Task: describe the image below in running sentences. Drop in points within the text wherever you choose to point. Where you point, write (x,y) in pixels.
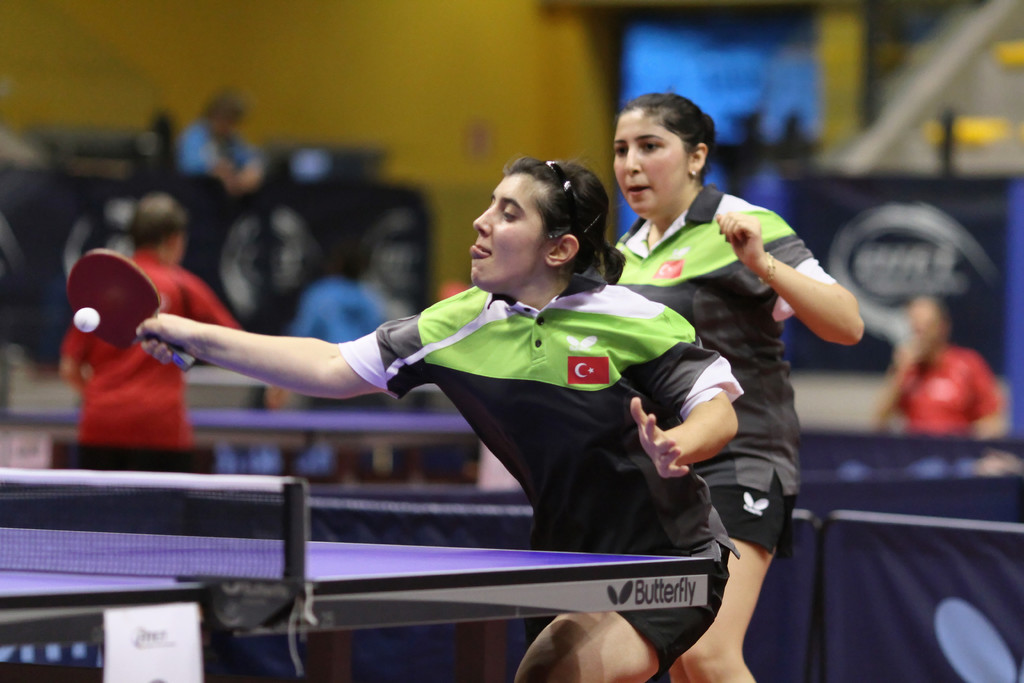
Here we can see two women (616,367) playing table tennis and the women (167,332) in the front (152,322) is having the bat (90,275) and she is hitting to ball (97,320) and behind them we can see people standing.
